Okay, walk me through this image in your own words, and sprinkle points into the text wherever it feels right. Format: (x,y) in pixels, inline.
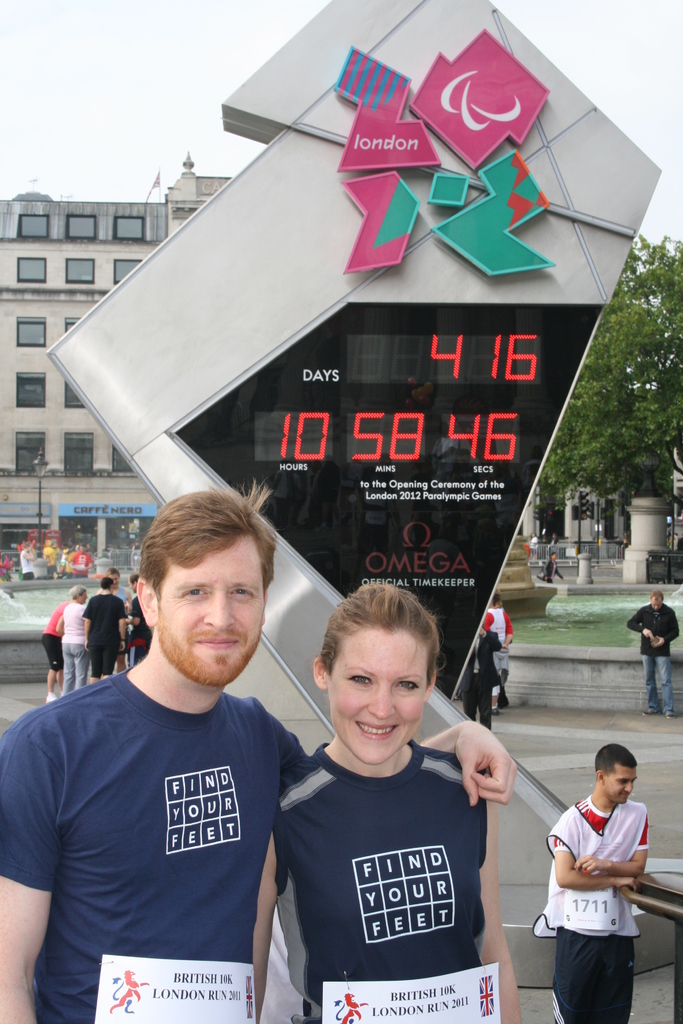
In the image I can see two people (423,916) who has some posters (464,996) to the dresses (205,902) and also I can see some people (605,956), building (159,223) and a screen (306,385) on which some text (379,445) is displayed.
